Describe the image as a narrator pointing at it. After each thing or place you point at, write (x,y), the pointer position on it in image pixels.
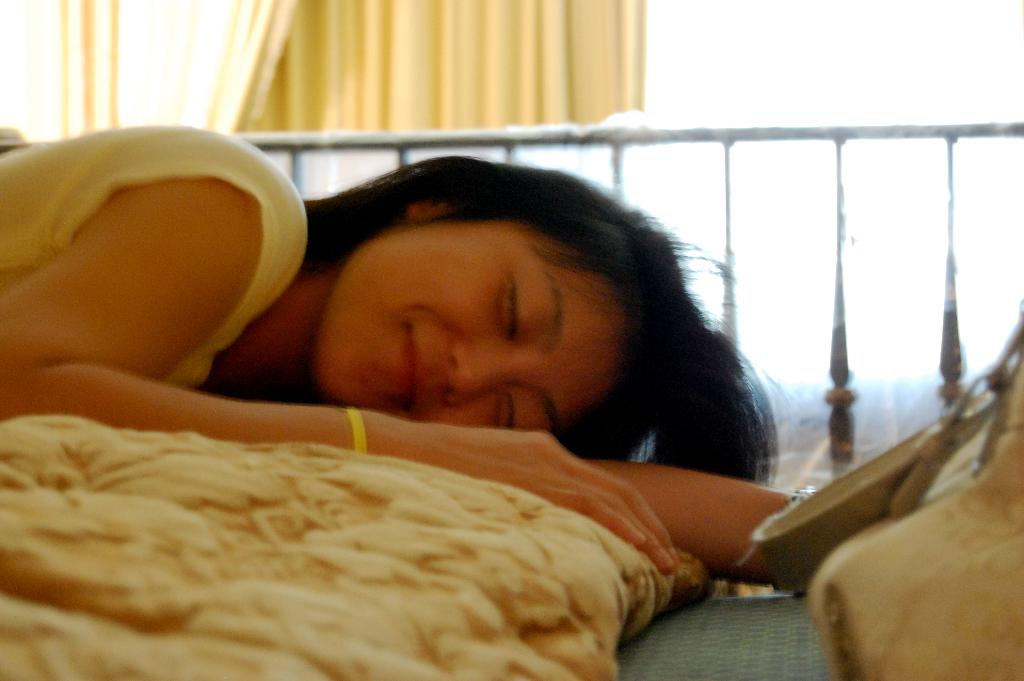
This woman (258,325) is laying on a bed (260,513). Far there is a curtain (469,37). This woman (413,238) holds a smile (410,339).
